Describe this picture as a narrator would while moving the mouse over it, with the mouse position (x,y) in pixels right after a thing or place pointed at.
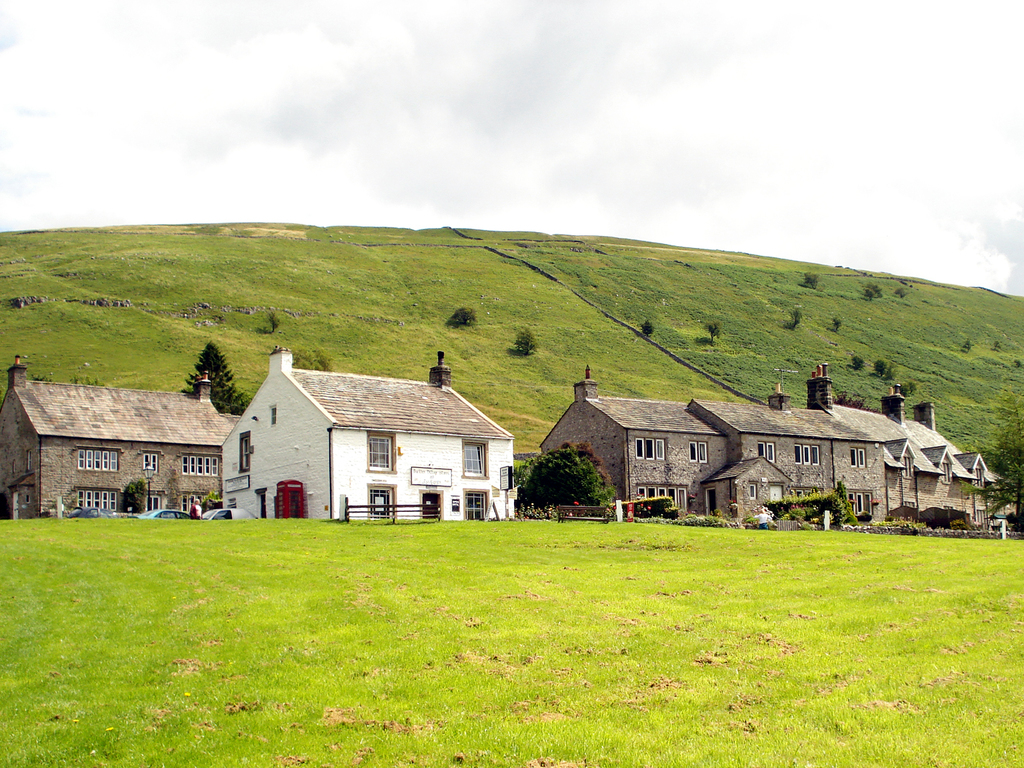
In this image we can see a garden (678,547), and in the middle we can see the houses (50,504).
